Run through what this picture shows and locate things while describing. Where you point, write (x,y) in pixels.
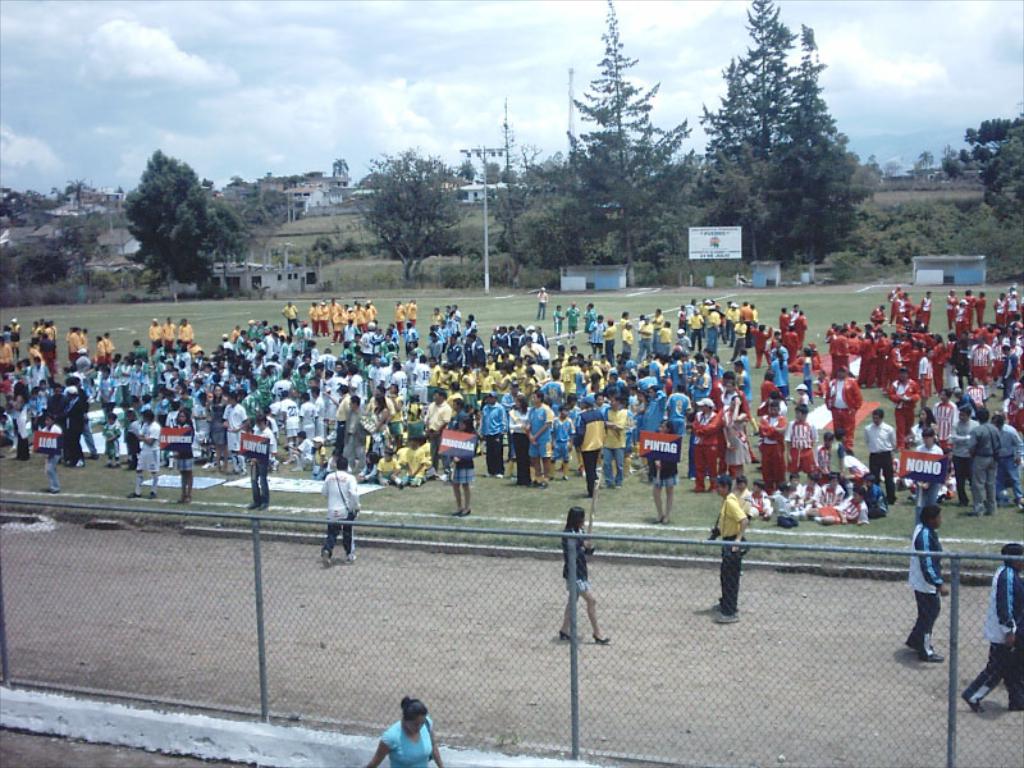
At the top of the image (377,122) we can see sky (460,90) with clouds (645,82), trees (623,204), plants (881,185), advertisement (720,246), buildings (246,281), grass (352,227), poles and lights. In the middle of the image (488,406) we can a crowd (455,412), some people (936,450) holding placards (926,464) in their hands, some people (824,498) sitting down on the ground (582,494). At the bottom of the image (1006,598) we can see some walking on the ground (658,651) and an iron grill (952,636).
